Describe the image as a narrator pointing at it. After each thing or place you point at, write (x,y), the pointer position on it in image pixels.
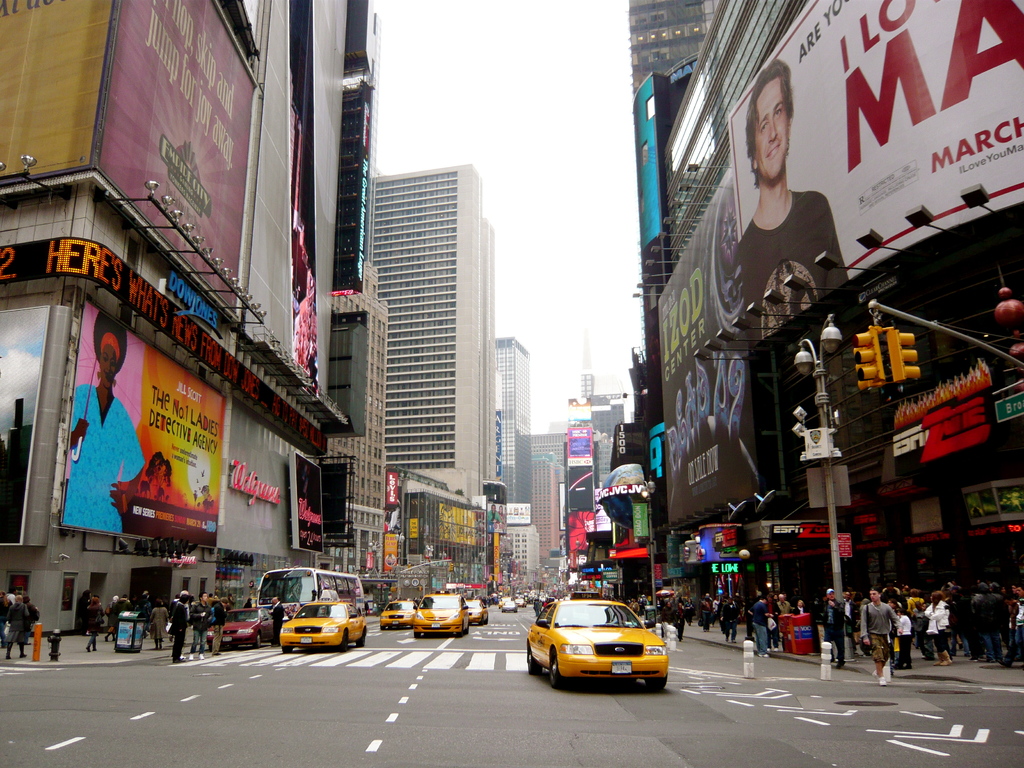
In this picture we can see vehicles (352,593) on the road (480,714), buildings (233,432), banners (743,150), traffic signal light (874,373), pole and a group of people (955,588) walking on footpaths (80,646) and in the background (452,97) we can see the sky (572,285).
